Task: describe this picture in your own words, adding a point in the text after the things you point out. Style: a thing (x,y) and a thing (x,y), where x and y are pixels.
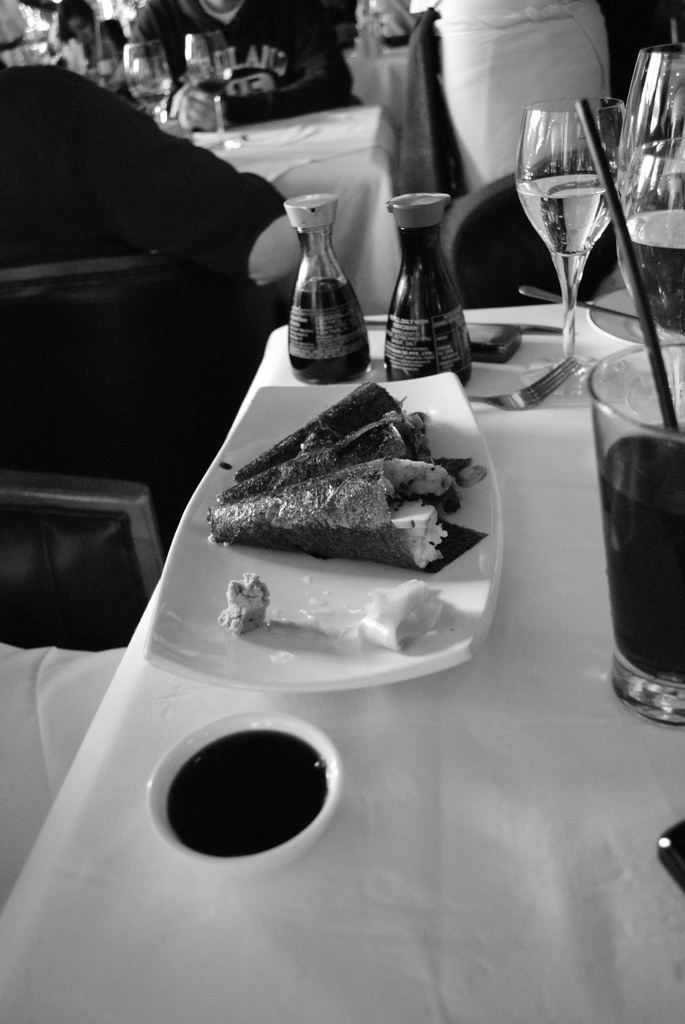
Bottom right side of the image (600,717) there is a table (364,1023) on the table (185,1018) there is a plate (308,391), there are bottles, glasses (675,287), cups (641,536), forks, spoons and food (376,429). Top left side of the image (17,143) a person (147,157) sitting on a chair (174,397). Top right side of the image (535,91) a person (482,91) is standing, beside the person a person (287,5) is sitting on a chair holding a glass (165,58). In the middle of the image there is a table (373,135).
